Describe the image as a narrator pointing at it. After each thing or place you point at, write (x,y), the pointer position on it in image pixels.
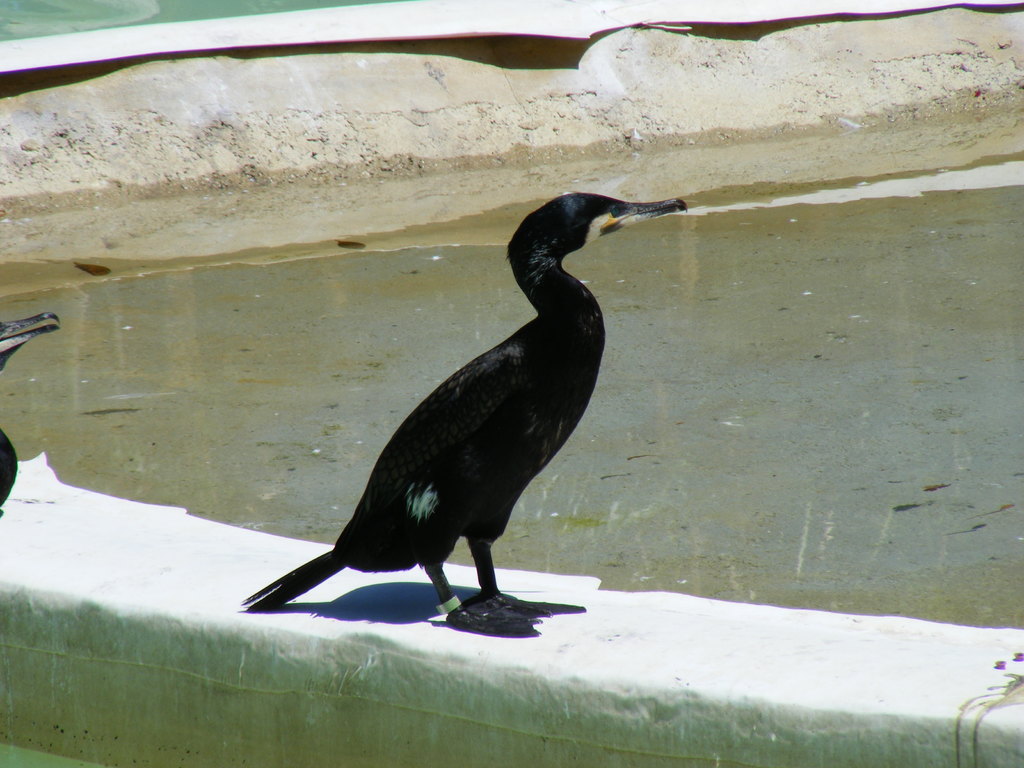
In this picture we can see birds (53,326) on the wall (431,625) and water (784,287). In the background of the image (210,180) we can see an object (271,51).
